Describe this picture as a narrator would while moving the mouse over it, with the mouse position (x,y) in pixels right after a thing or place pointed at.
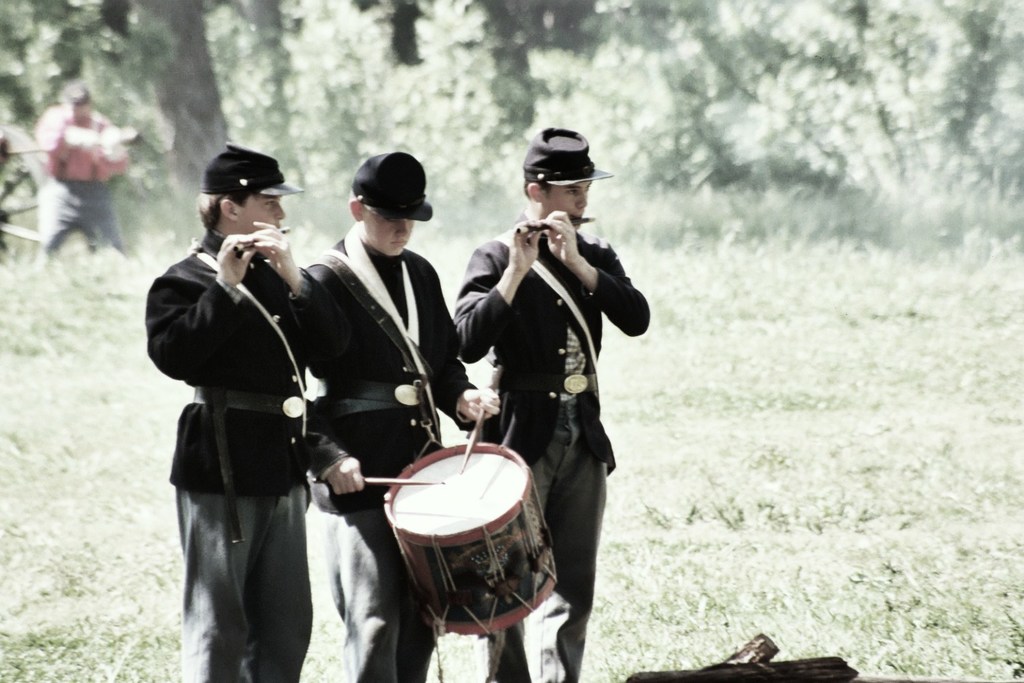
In this image i can see there are three men (470,342) who are playing musical instruments (475,479).
